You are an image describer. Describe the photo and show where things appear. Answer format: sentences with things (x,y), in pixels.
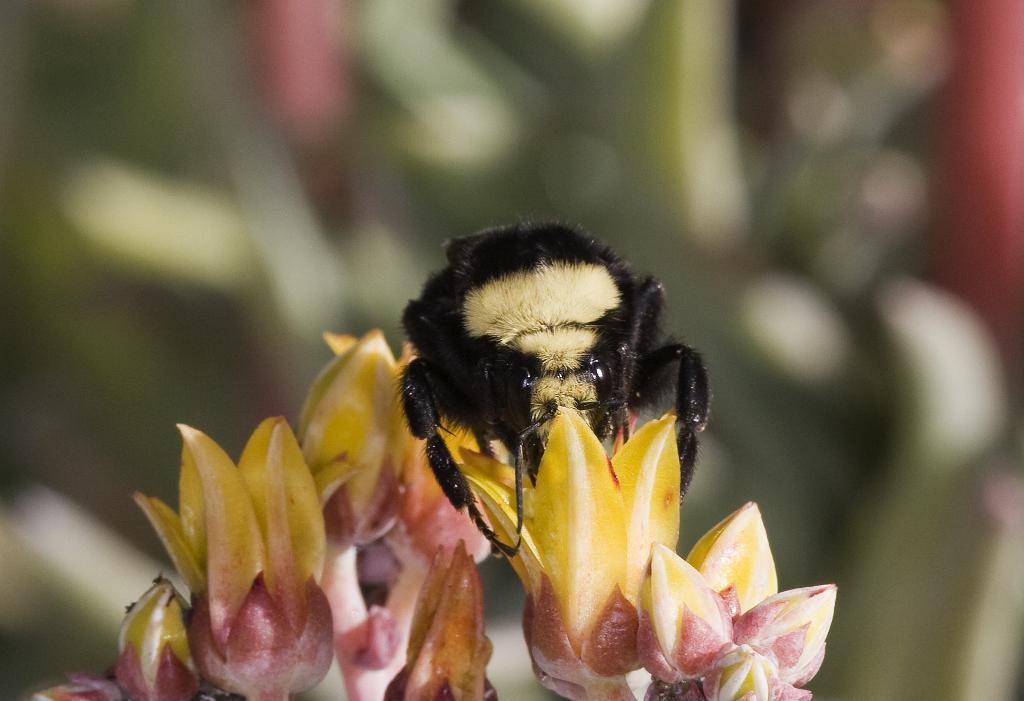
In this image we can see flowers (479,503), buds (104,700), and an insect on a flower (572,499). There is a blur background (737,278).
